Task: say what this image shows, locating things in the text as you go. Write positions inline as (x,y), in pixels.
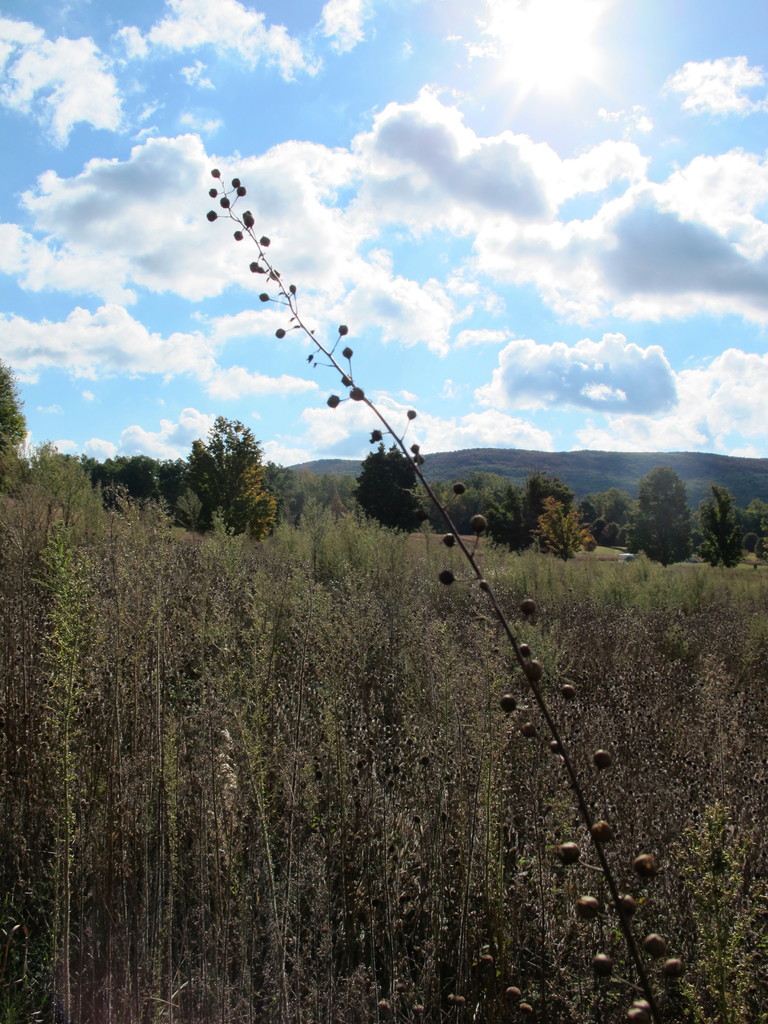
This image consists of many plants (558,634) and trees (234,469). In the background (647,464), there is a mountain (724,469). At the top (716,98), there are clouds (532,257) in the sky (276,215).
